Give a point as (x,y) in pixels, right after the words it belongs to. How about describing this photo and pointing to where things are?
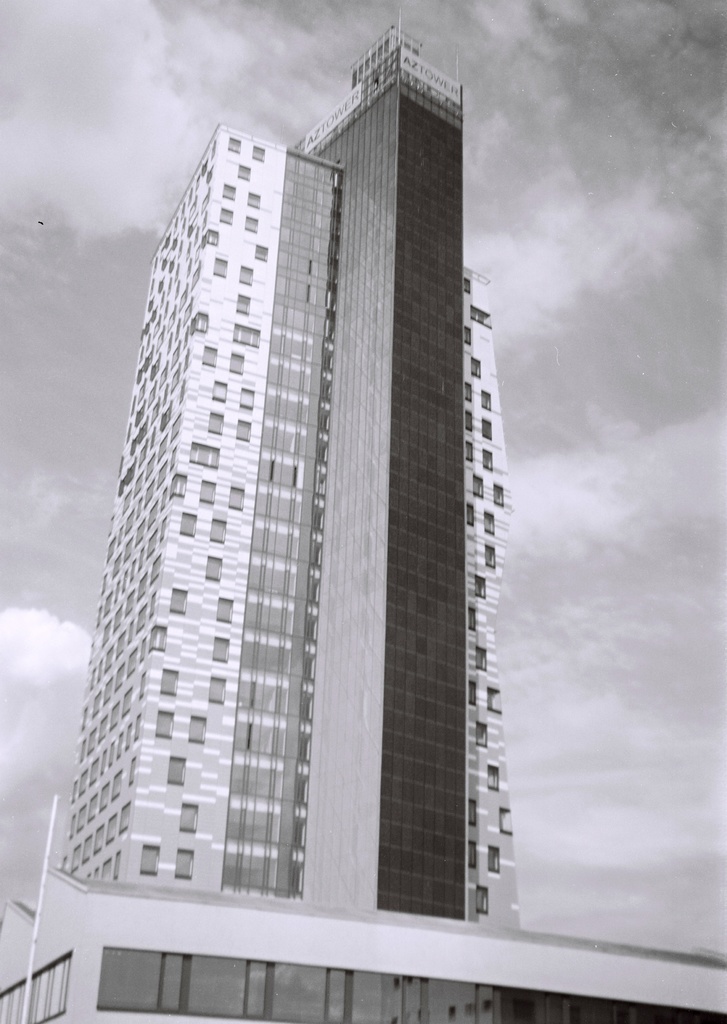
In the picture I can see buildings (308,855). In the background (37,244) I can see the sky (79,234). This picture is black and white in color.
